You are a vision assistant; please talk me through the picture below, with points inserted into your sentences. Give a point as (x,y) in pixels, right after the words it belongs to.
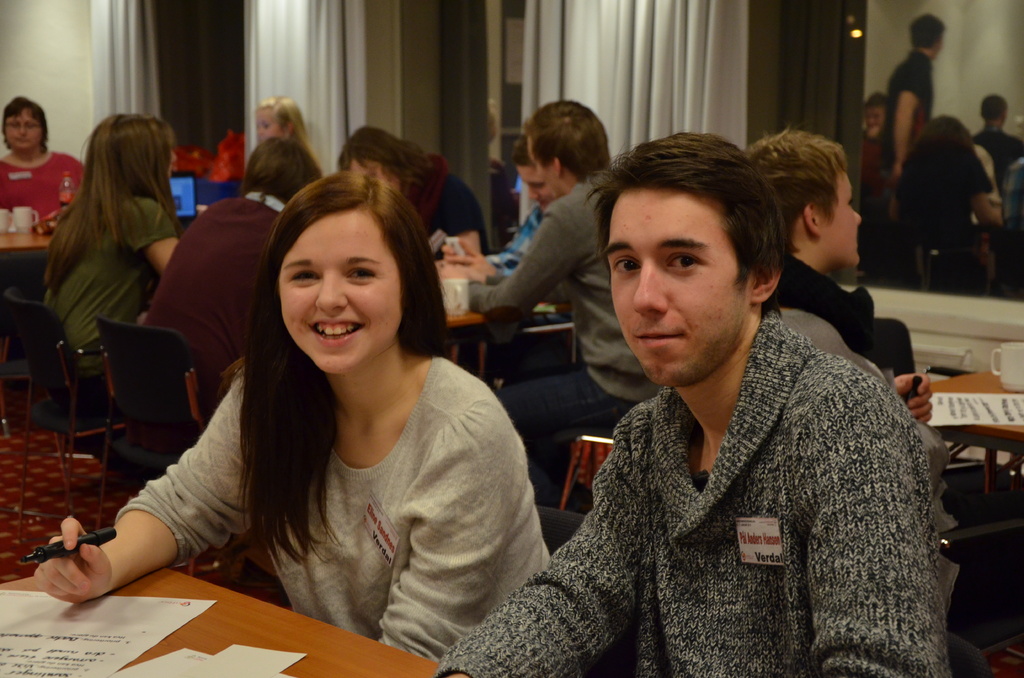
there are many people (499,404) sitting on the chair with the table (220,634) in front of them and there are some items (119,650) present on the table (161,583).
